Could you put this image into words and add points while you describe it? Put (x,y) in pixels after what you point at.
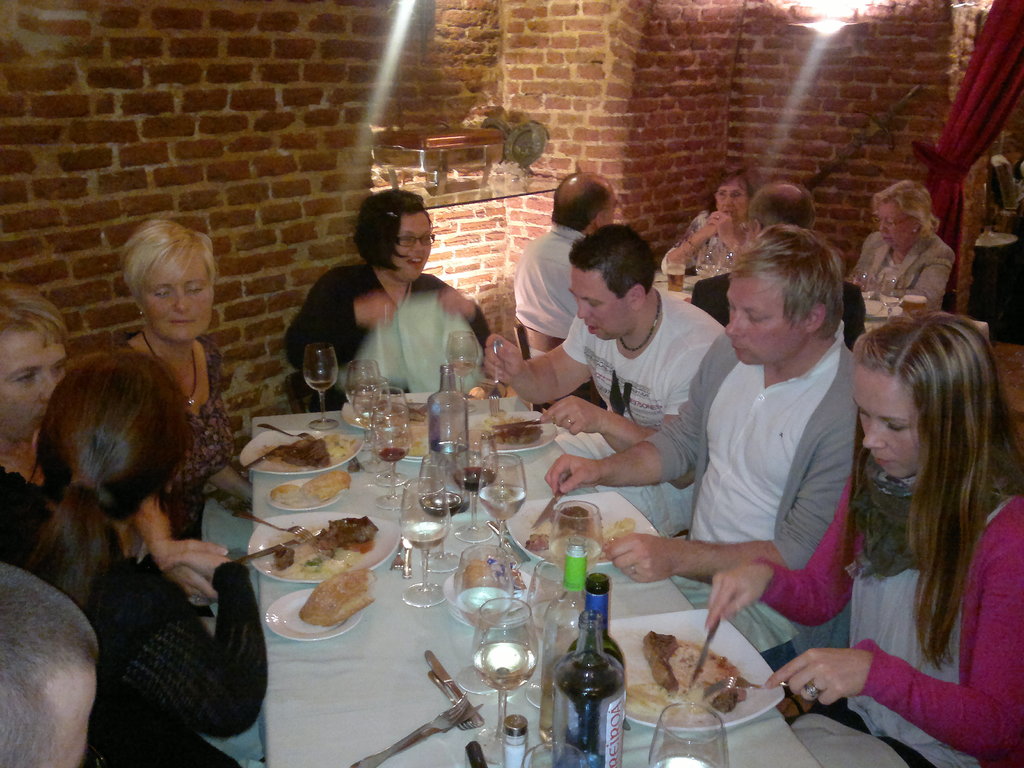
In the image we can see there are lot of people (15,358) who are sitting on chair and on table (292,683) there are wine glass (468,450) and wine bottles (462,432) and in plate (713,645) there are food items (685,682).
